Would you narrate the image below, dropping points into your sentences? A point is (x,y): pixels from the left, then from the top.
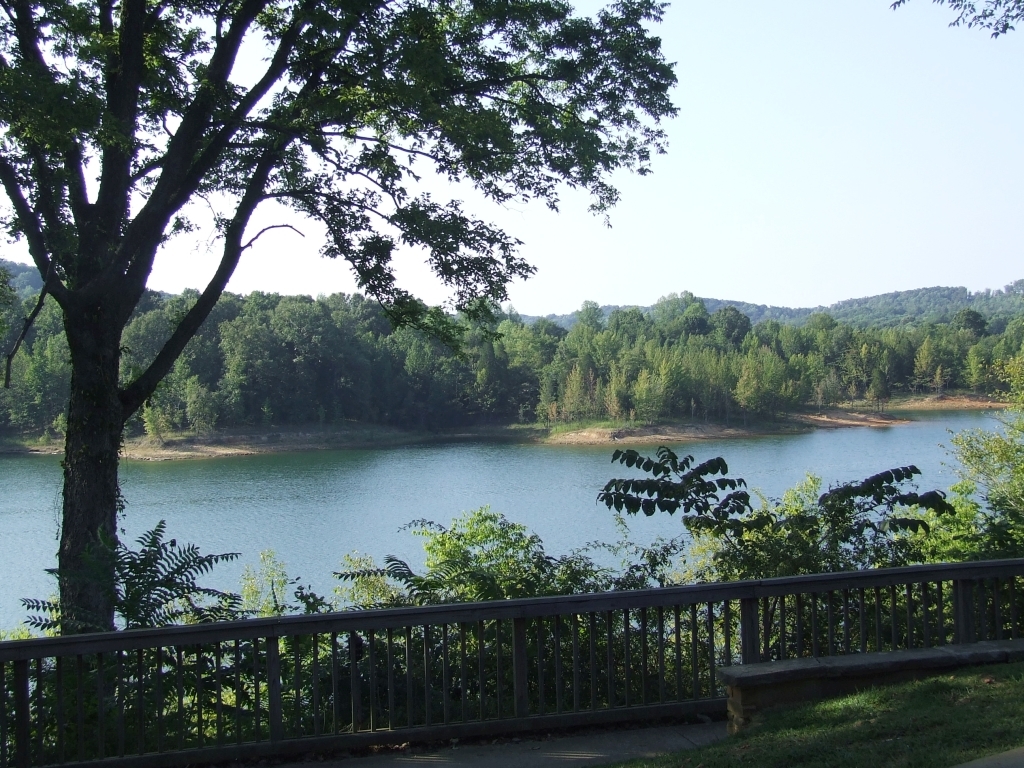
In this image there is green grass (861,692) at the bottom (1009,685). There is a wooden railing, trees (207,121) in the foreground (447,533). There are trees (980,341), water (593,471) in the background (663,405). And there is a sky (969,279) at the top (1014,250).
